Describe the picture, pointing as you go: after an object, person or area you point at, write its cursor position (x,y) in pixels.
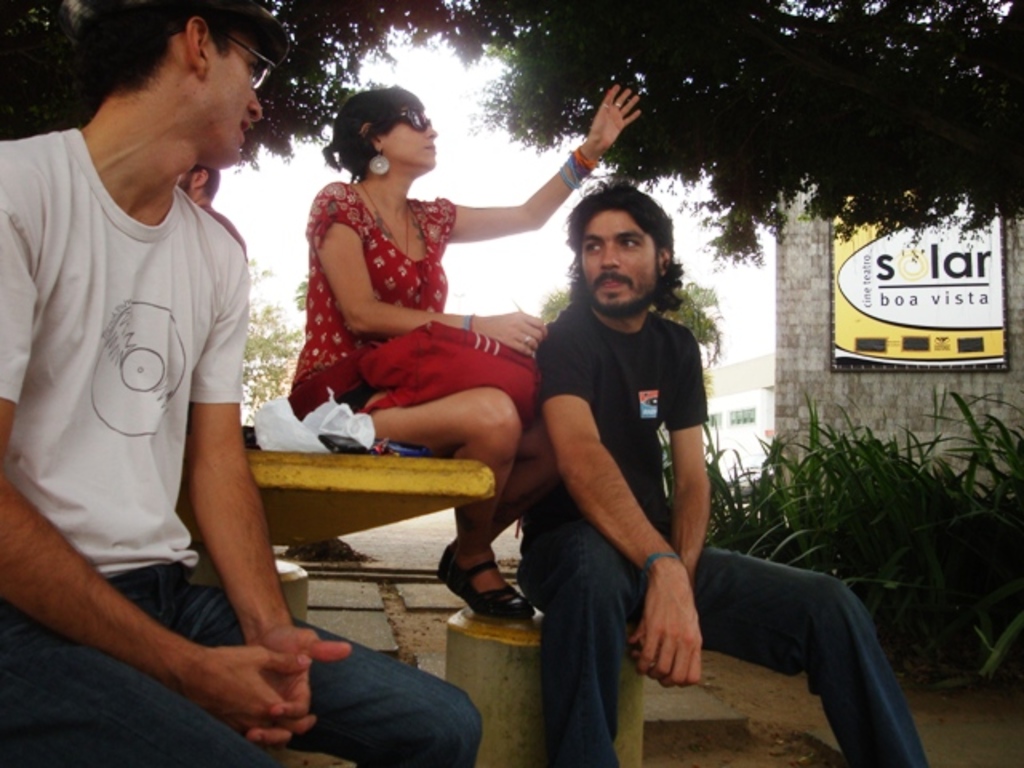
There are three people (113,614) sitting. This looks like a table (353,465) with few objects (347,444) on it. These are the plants (882,494). I can see a name board (861,327), which is attached to the building wall (810,315). These are the trees (323,57). I can see a person (202,191) behind this man (202,219). In the background (715,430), that looks like a building (741,418).
